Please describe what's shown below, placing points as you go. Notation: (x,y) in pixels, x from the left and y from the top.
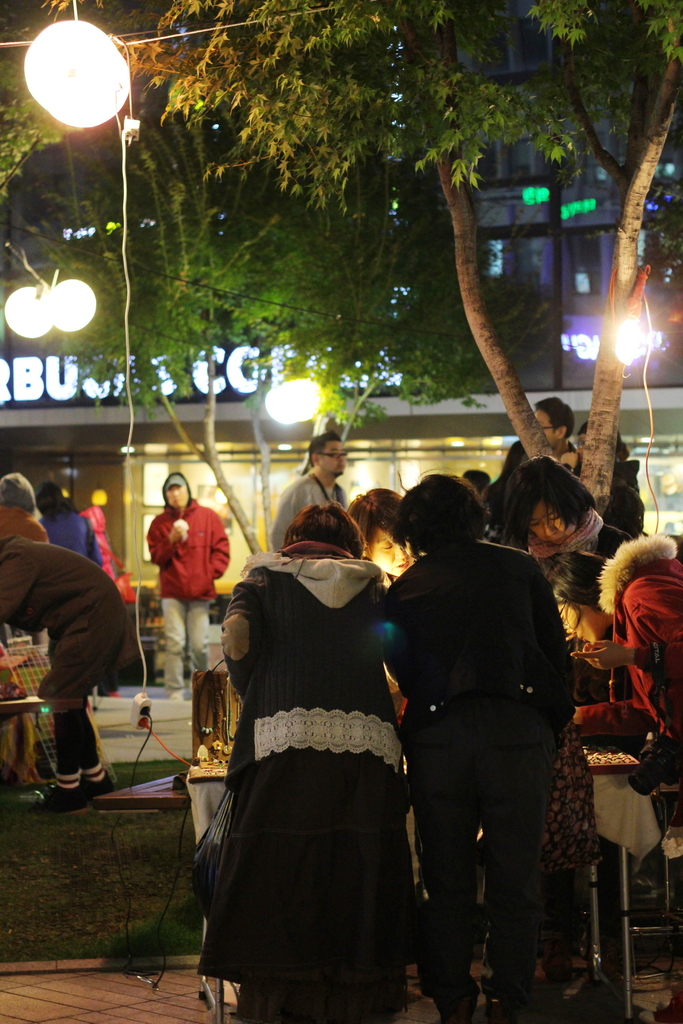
On the right side (638,534), there are persons (613,497) in different color dresses (656,622), standing in front of a table (634,799) on which there are some objects (609,746). In the background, there are other persons (200,560), there's grass (142,864) on the ground (138,877) and there is a building (534,258) which is having a hoarding (228,372).
